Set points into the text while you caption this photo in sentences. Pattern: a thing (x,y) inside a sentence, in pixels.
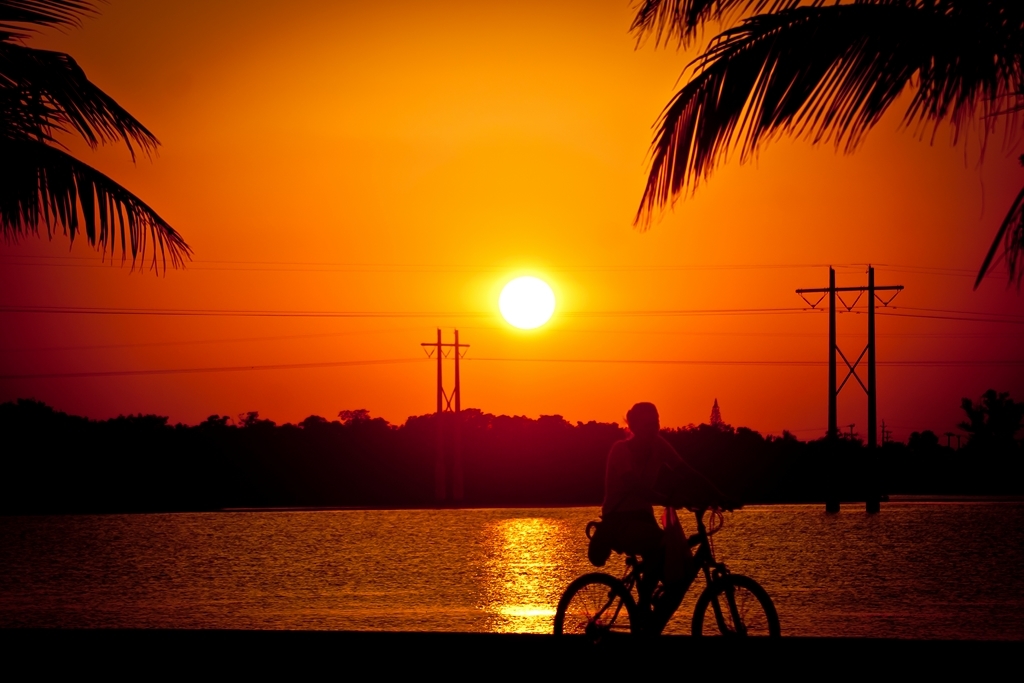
In this image there is a person (660,532) sitting on a bicycle (614,584). Behind him there is water (823,553). There are few poles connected with wires (815,311). Background (193,437) there are few trees (327,432). Top of the image (503,204) there is sky (523,263), having a sun (519,309). Right top there is a tree (823,130).
